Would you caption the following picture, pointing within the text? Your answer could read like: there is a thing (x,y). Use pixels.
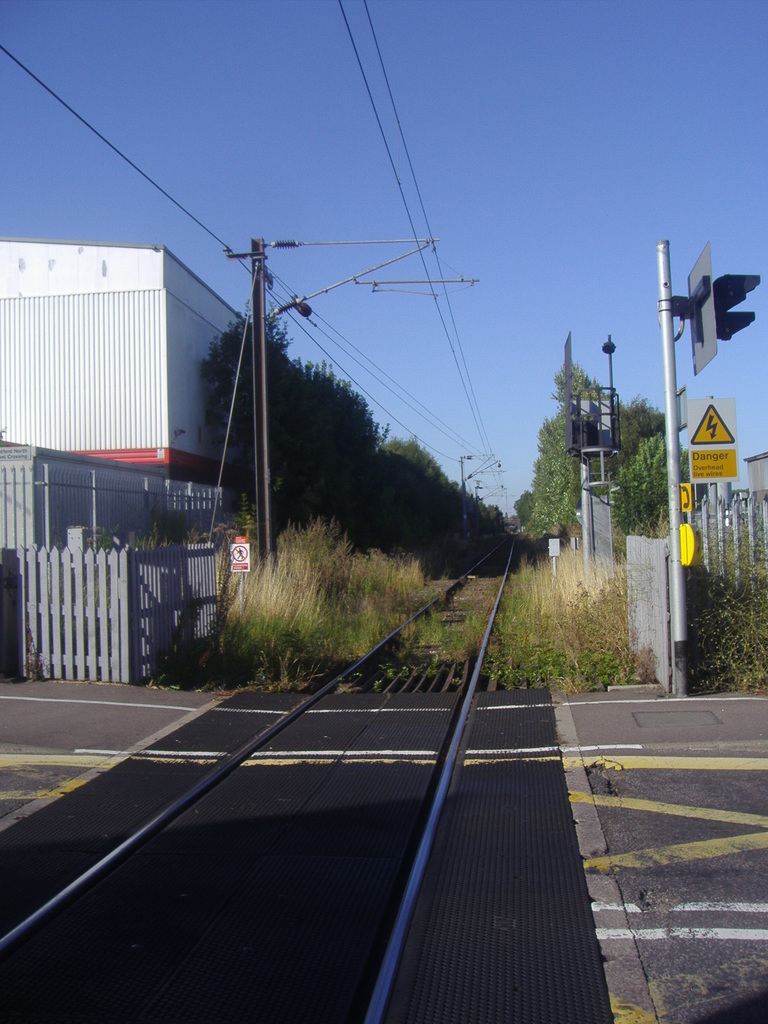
In this image there are sign boards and lights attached to the poles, railway track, fence (88,501), grass (626,607), plants (704,591), shed (41,267), trees (366,428), and in the background (416,316) there is sky (332,197).
